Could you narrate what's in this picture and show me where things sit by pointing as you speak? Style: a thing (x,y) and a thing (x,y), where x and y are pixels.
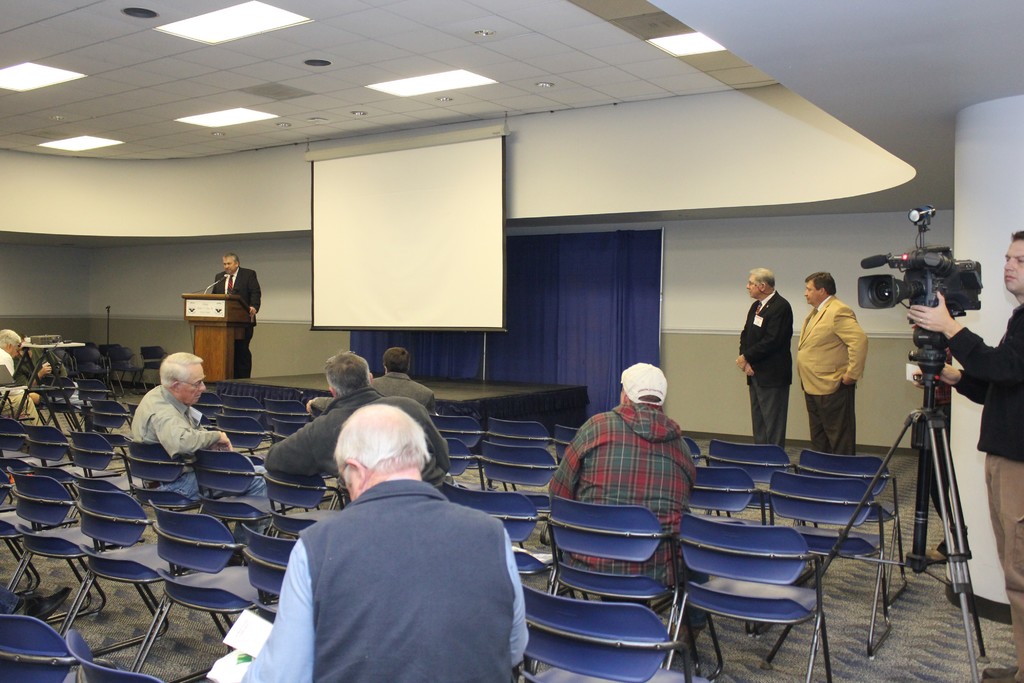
There are chairs (681,682) on this auditorium (664,661) and the man (473,613) is sitting on the chair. There is a man (245,332) standing near the podium (248,307) and talking on microphone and the middle of an image (458,344) there is a curtain (526,336). And the right side of an image (988,388) there is a camera man (976,392) holding the camera (873,305) with his hands (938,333) and the roof (516,99) contains a light (471,78).
